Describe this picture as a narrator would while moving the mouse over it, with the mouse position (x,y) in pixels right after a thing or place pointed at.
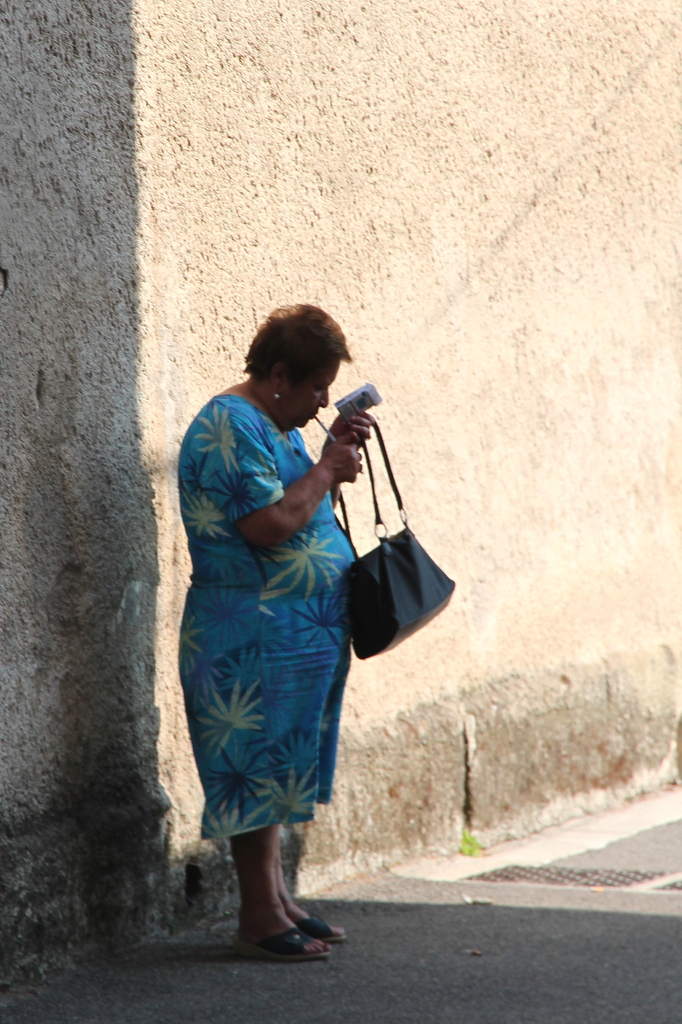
In this image we can see a woman (290,775) standing on the road (233,1016) and holding a bag (396,594) in the hands (337,473). In the background (26,836) there is a wall (168,329).
